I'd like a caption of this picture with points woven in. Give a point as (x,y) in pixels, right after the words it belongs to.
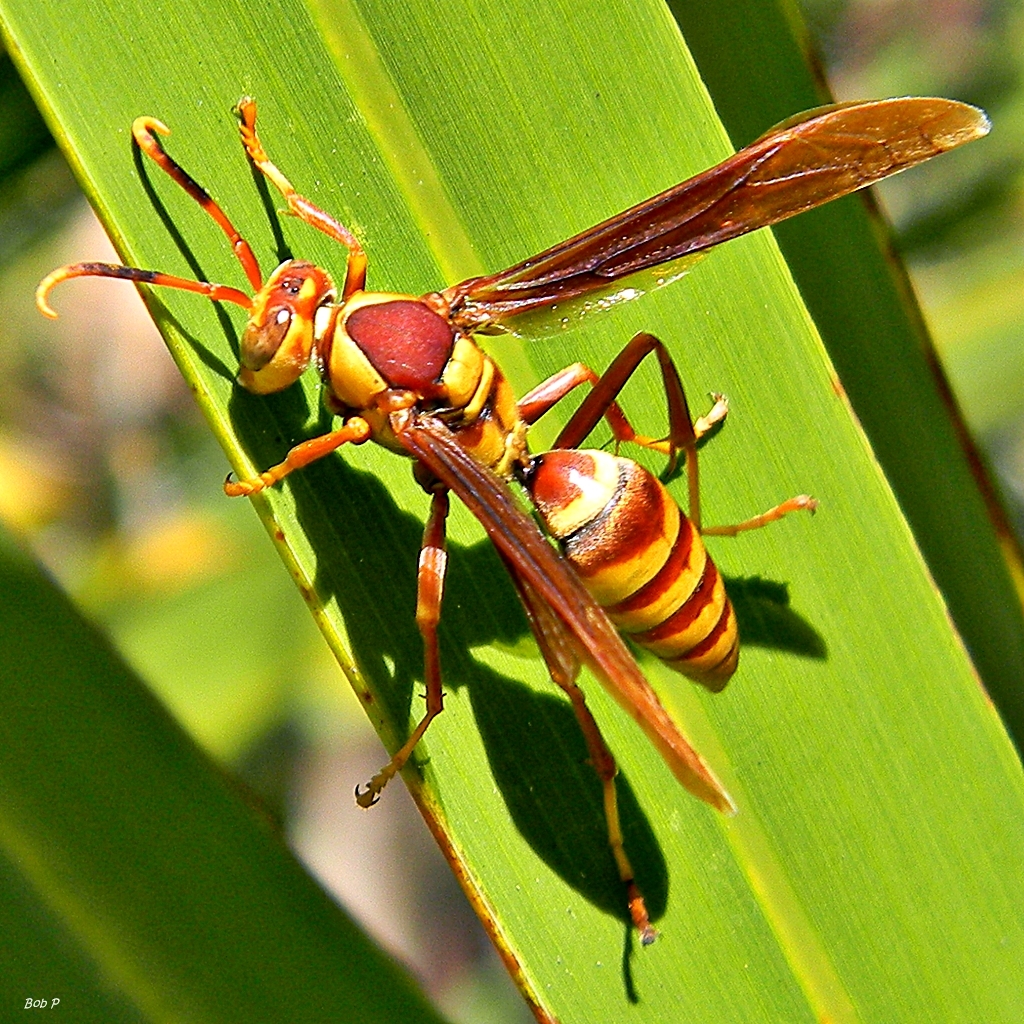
In this picture there is a brown color flying wasp (446,463) sitting on the green leaf (776,472). Behind there is a blur background (46,715).
